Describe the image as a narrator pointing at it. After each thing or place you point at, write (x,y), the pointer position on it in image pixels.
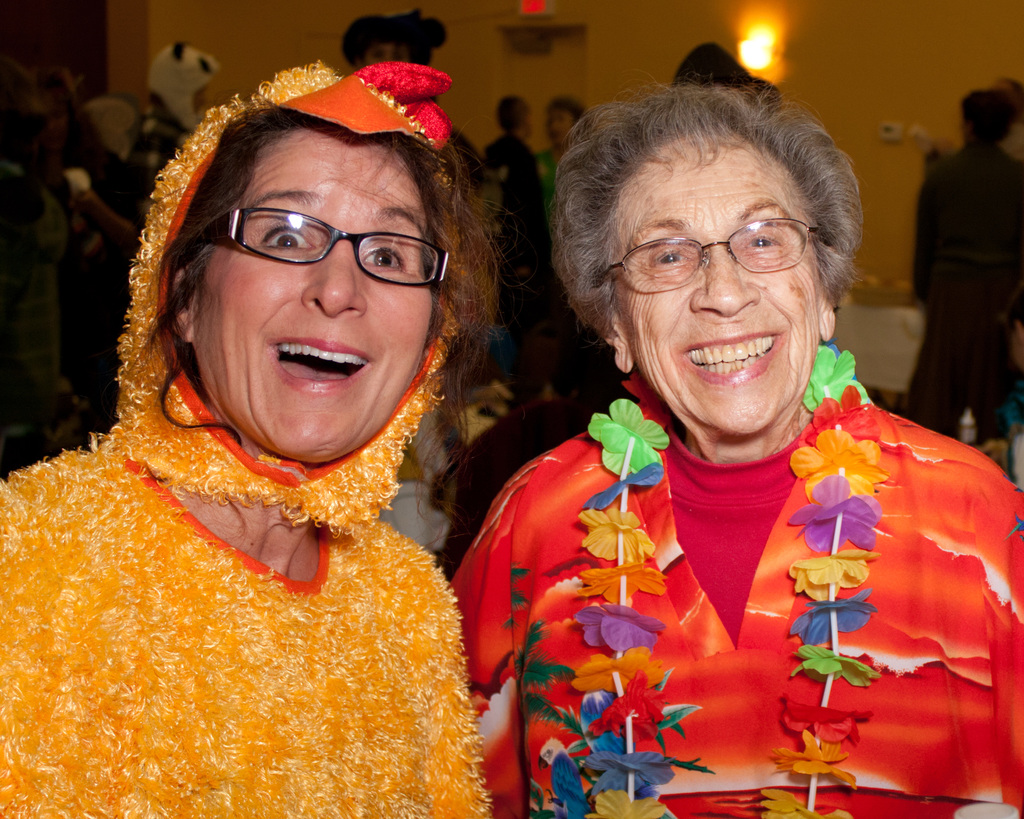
In this image we can see two women (346,269) wearing the glasses (389,240) and smiling. We can also see the woman (781,385) on the right (753,380) wearing the garland (654,713). In the background (10,247), we can see a few people (542,198) standing. We can also see the wall (911,107) and also lights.
